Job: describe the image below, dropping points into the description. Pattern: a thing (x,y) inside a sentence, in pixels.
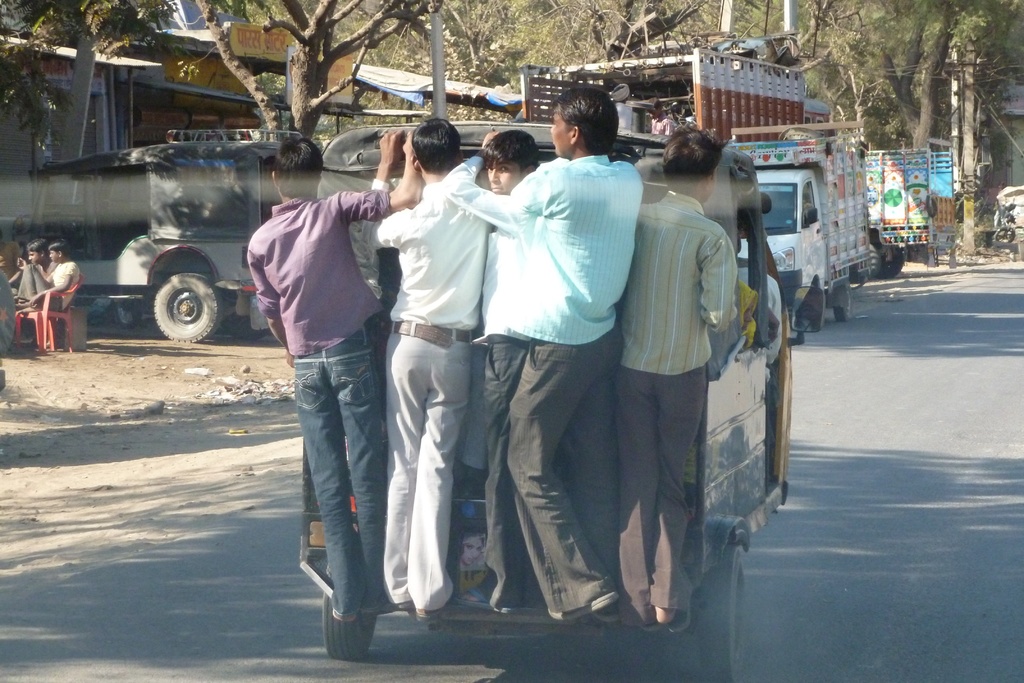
In the middle of this image (426,234), there are five persons (674,393) standing on a rear bumper (464,601) of an auto (741,187), which is on a road (800,576). In the background (76,236), there are two children (22,268) sitting on chairs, there are vehicles (791,91), trees (959,18) and buildings (116,58).
